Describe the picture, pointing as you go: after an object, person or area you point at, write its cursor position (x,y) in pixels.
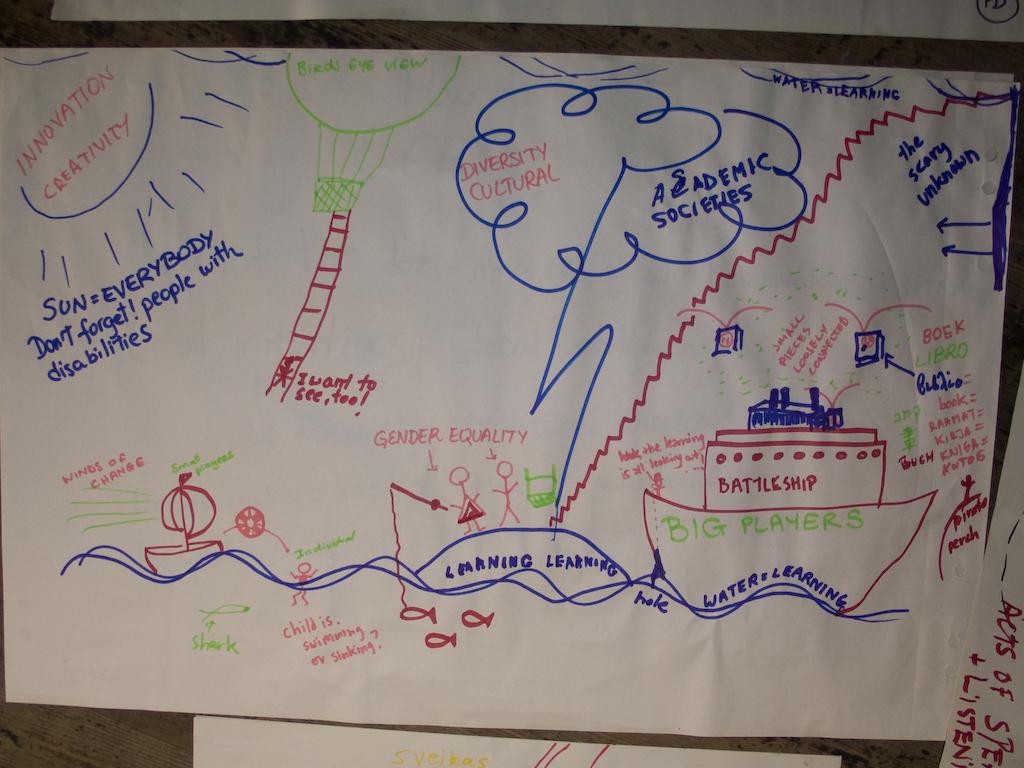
There are some white color papers (517,66) attached to a wall (548,36), we can see there is some text (53,359) and some drawing (781,498) of a pictures in the middle of this image (578,426).
